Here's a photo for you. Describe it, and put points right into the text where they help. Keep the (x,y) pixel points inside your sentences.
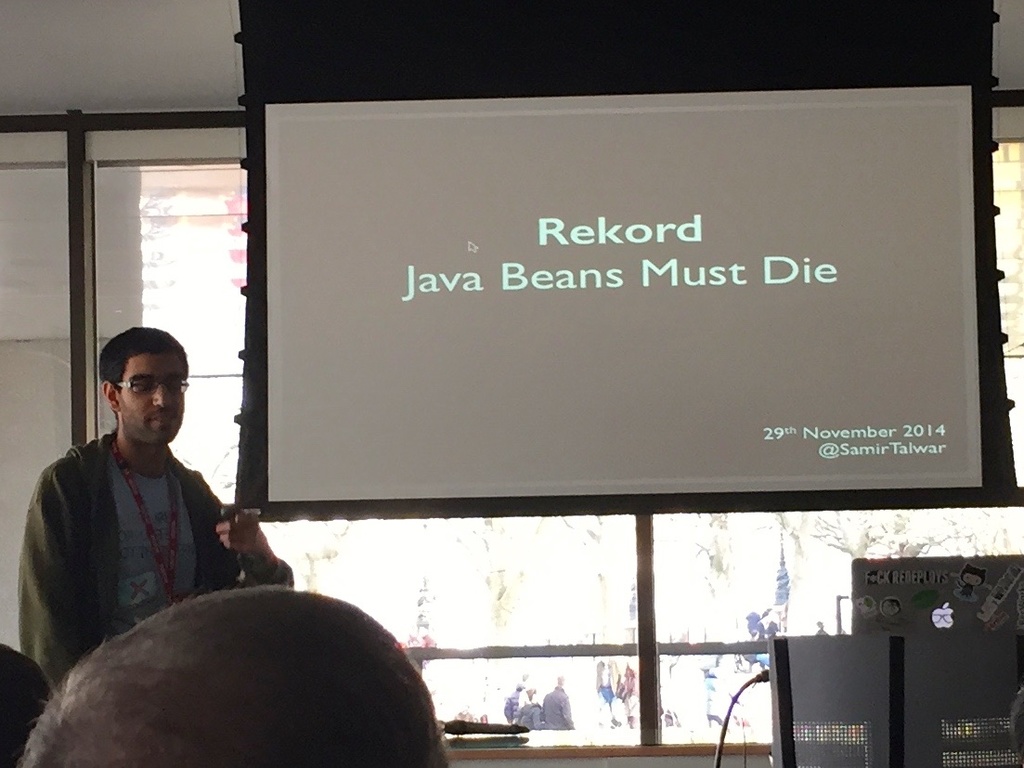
On the left side (137,403), there is a person (158,383), looking down and standing. Beside him, there is a screen (357,480). On the right side (899,627), there is a laptop (998,608). In the background (530,612), there is glass window (367,545) and there is white wall (76,26).
